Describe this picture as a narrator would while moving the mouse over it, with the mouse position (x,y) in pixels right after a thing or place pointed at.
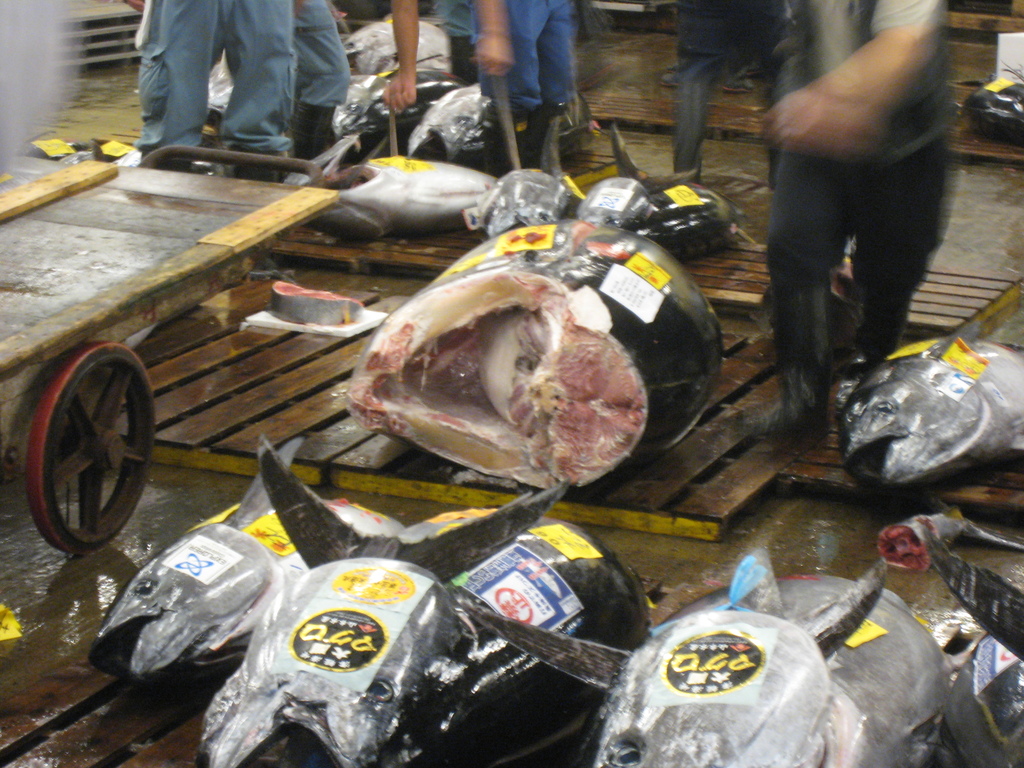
In this image we can see fishes (645,204) with tag stickers (501,552) on them on a wooden platform (159,457). On the left side (127,525) there is a cart wheel (43,387). In the background (405,38) we can see legs (460,6) of few persons (531,47) and objects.
